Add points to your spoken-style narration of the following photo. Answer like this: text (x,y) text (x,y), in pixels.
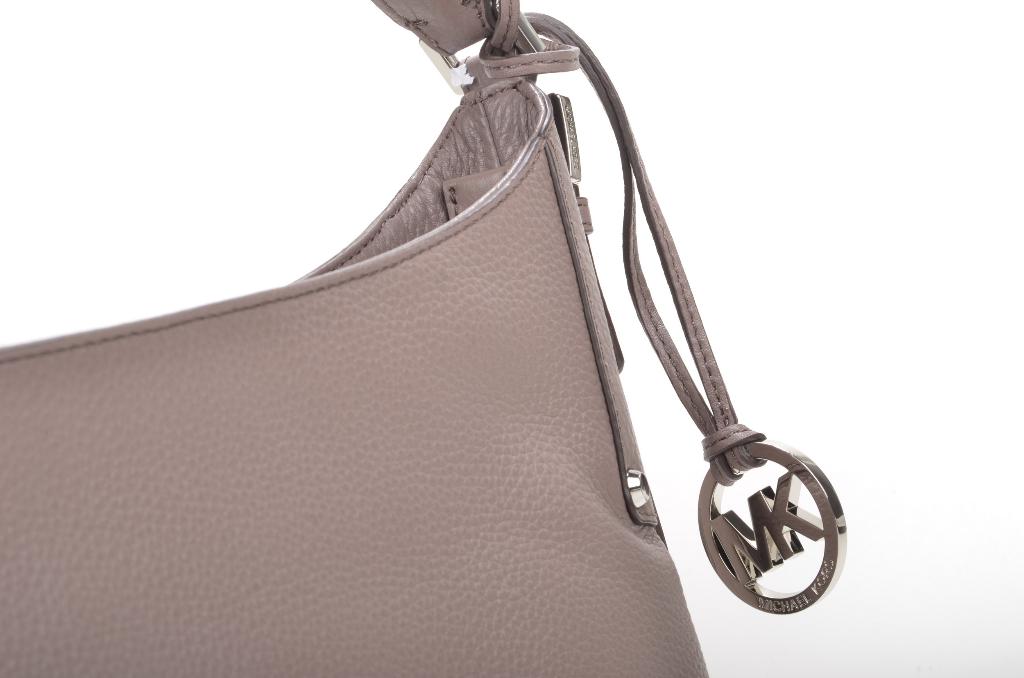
In this picture we can see a bag (431,304) which is truncated.
